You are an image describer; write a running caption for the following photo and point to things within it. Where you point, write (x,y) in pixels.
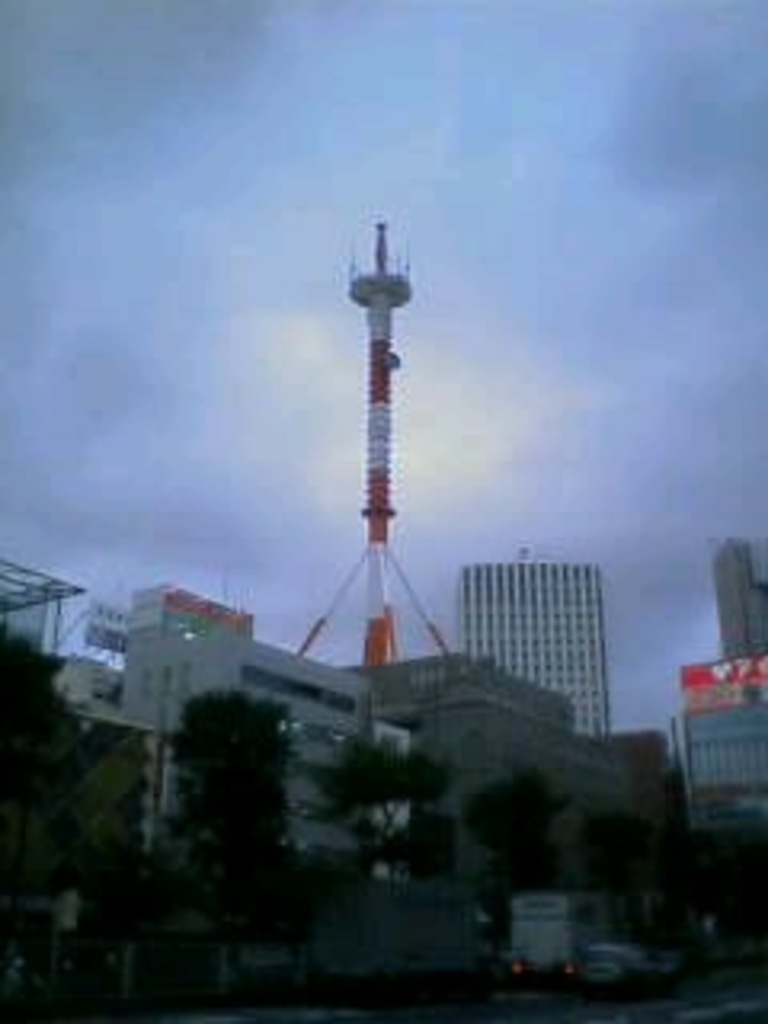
In this image I see number of buildings (359,699) and trees (539,870) and I see few vehicles (554,942) over here and I see a tower (376,312) over here. In the background (136,452) I see the sky (493,353).
